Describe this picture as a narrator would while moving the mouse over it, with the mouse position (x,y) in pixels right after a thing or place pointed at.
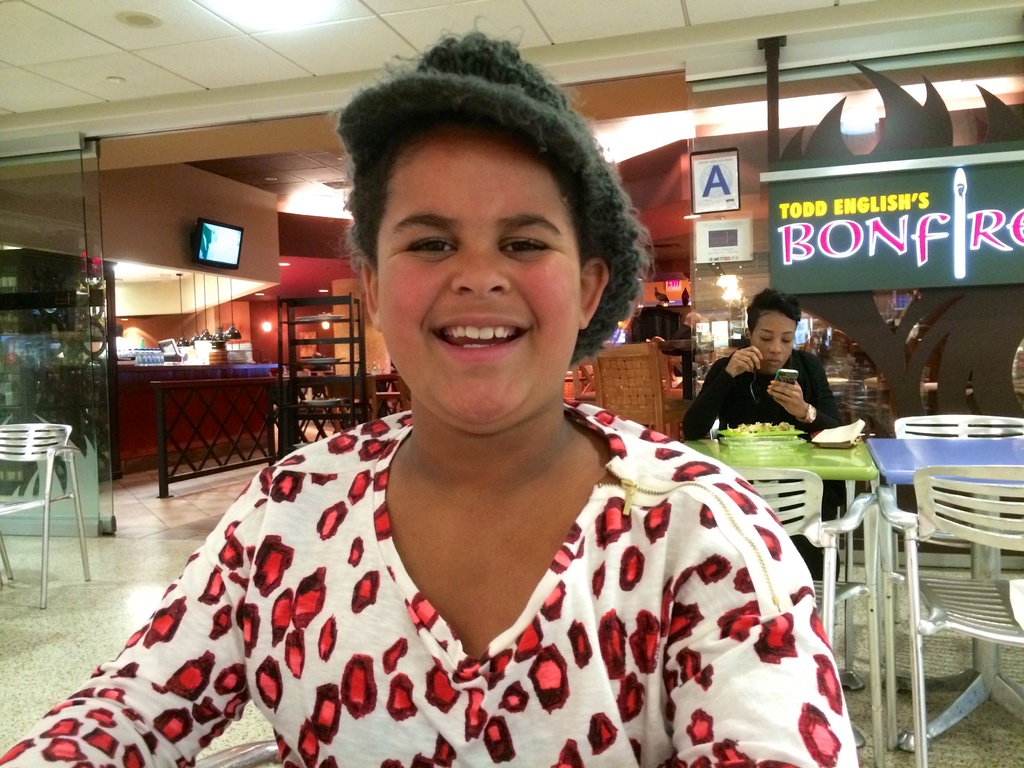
In this image we can see a person (721,532) sitting on the chair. On the backside (769,377) we can see a woman (828,492) holding a phone (790,377) sitting beside a table (763,452) containing some food (776,427) in a plate (776,441) and some papers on it. We can also see some chairs (819,590) on the floor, some objects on the racks (321,422) and on the table (162,379), a device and a television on a wall (758,220), the signboard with some text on it, and some ceiling lights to a roof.
